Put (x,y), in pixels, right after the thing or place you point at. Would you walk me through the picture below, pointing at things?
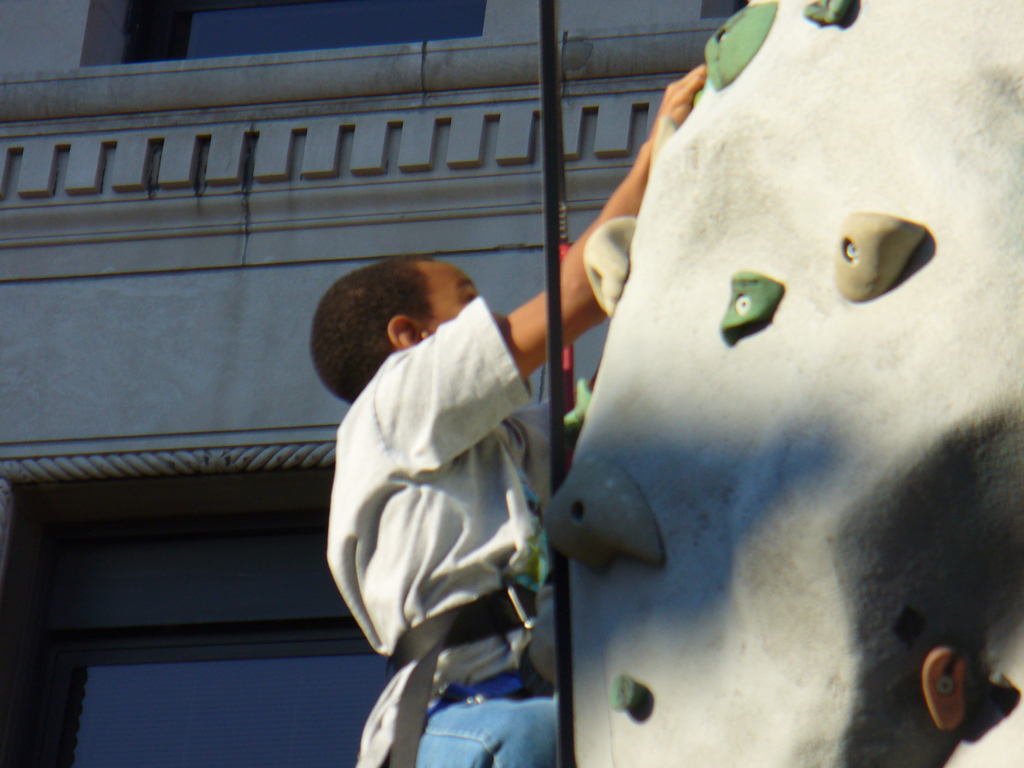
On the right side of the image (993,282) there is an artificial rock (745,429) with resin molds (757,46). And a person (479,645) is climbing on that rock (626,432). Behind the person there is a building (241,205) with walls (173,279) and glasses (165,677).
